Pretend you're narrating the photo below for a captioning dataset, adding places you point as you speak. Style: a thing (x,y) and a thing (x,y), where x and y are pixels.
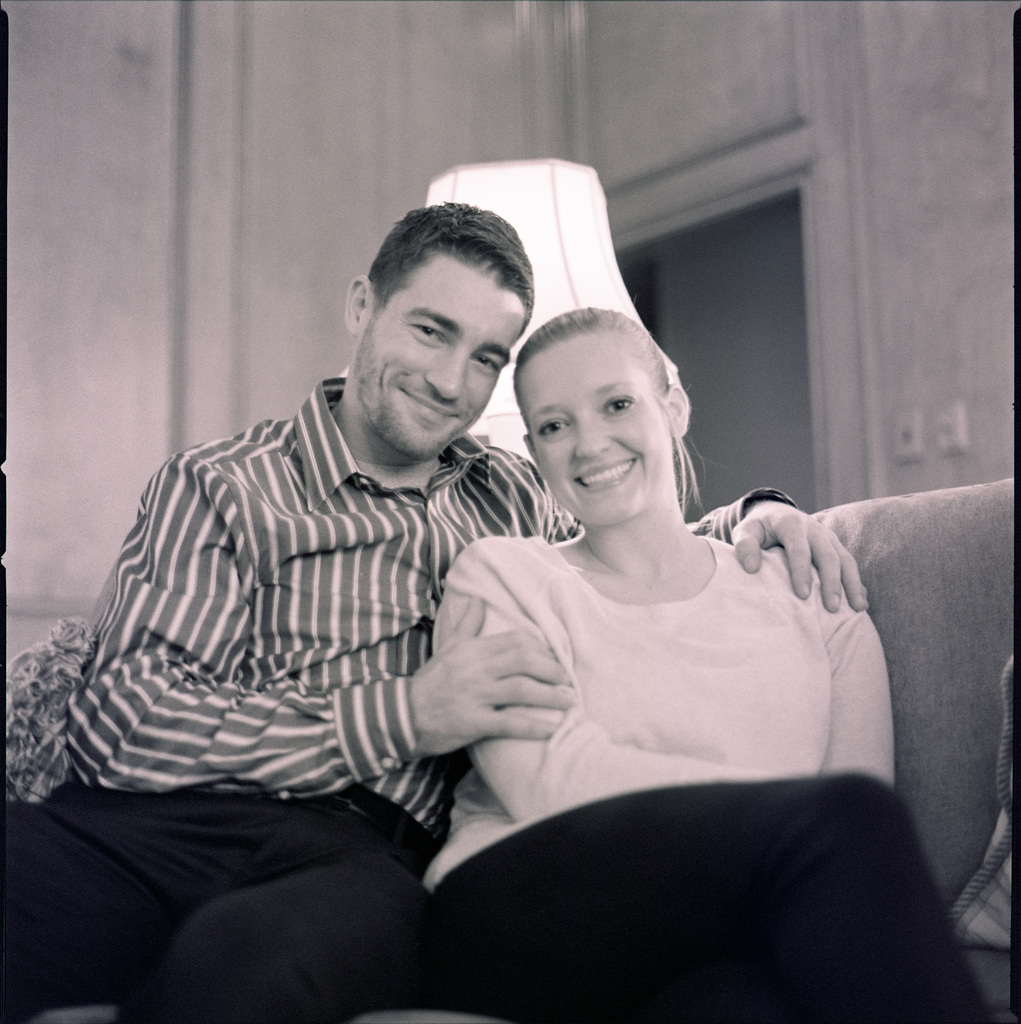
This is a black and white picture. Here we can see a man (468,638) and a woman (599,732) sitting on a couch (917,596) and they are smiling. In the background (638,20) we can see a lamp (547,173) and wall (885,180).
